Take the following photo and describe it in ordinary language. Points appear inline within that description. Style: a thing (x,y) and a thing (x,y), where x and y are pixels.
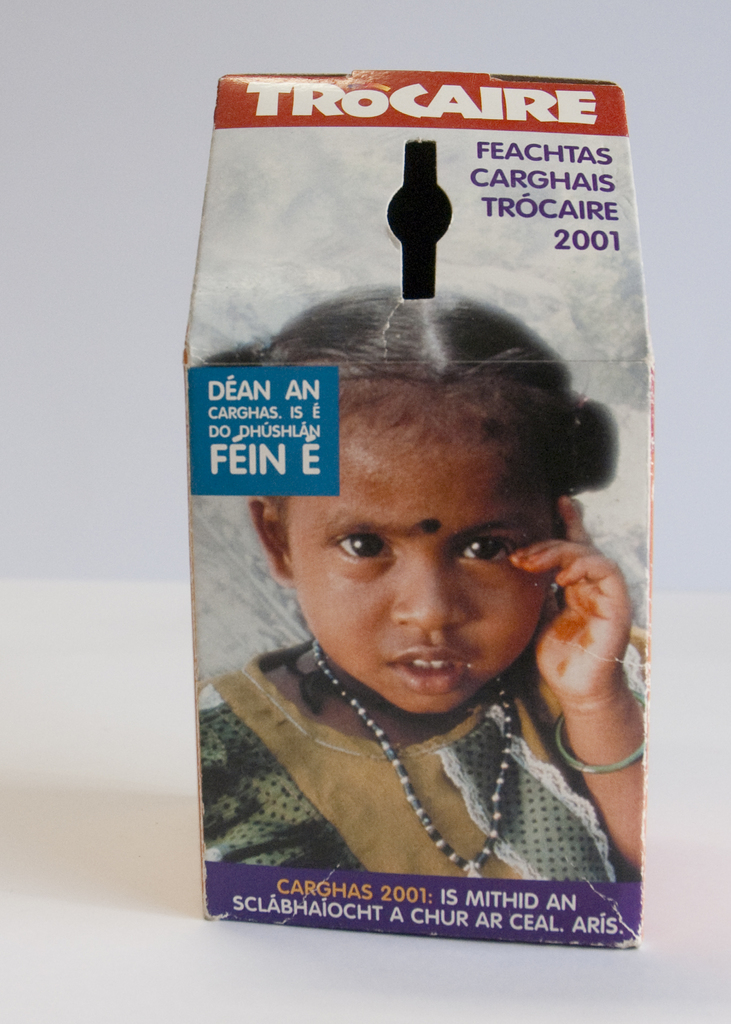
In this image I can see there is a box (377,344). And on the box (468,729) there is an image (447,563) and a text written on it.
